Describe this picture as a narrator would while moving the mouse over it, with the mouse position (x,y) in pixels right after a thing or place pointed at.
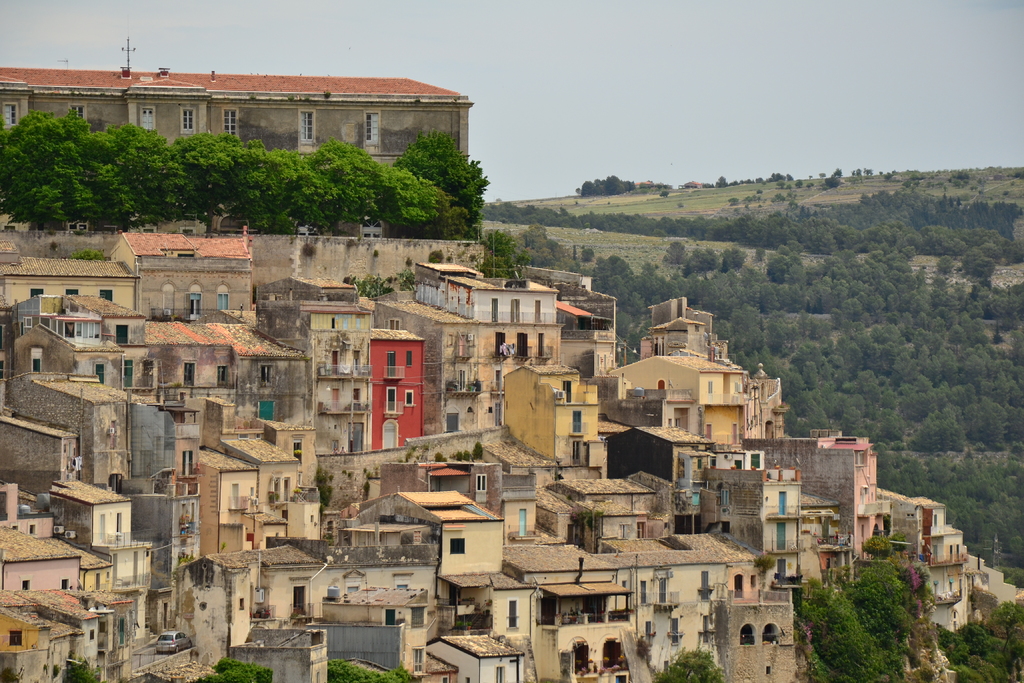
This picture is of outside the city. On the right (950,182) we can see there are many number of trees (837,265) and the ground (615,238) covered with a green grass (662,205). In the center (516,349) there are many number of buildings (152,504) and we can see a car (169,646) and in the background (125,50) can see the pole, windows (377,122), trees (52,160) and the sky (592,53).
